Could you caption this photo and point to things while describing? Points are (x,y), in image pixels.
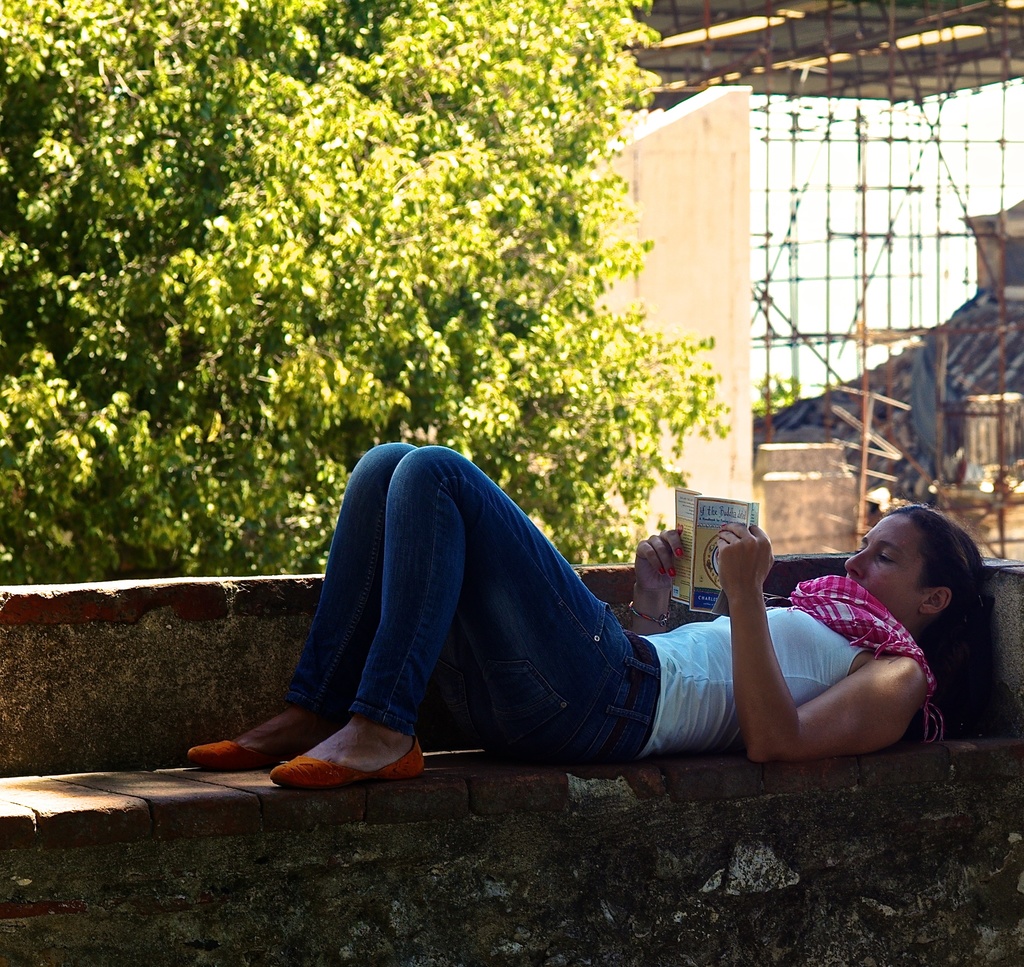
In this image I can see a woman (333,580) is lying in the front (643,607). I can see she is holding a book (695,560) and I can see she is wearing white colour top (660,696), blue jeans (523,646) and orange colour shoes (422,769). I can also a cloth (880,652) near her mouth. In the background (63,420) I can see few buildings (787,485) and a tree (640,80).
